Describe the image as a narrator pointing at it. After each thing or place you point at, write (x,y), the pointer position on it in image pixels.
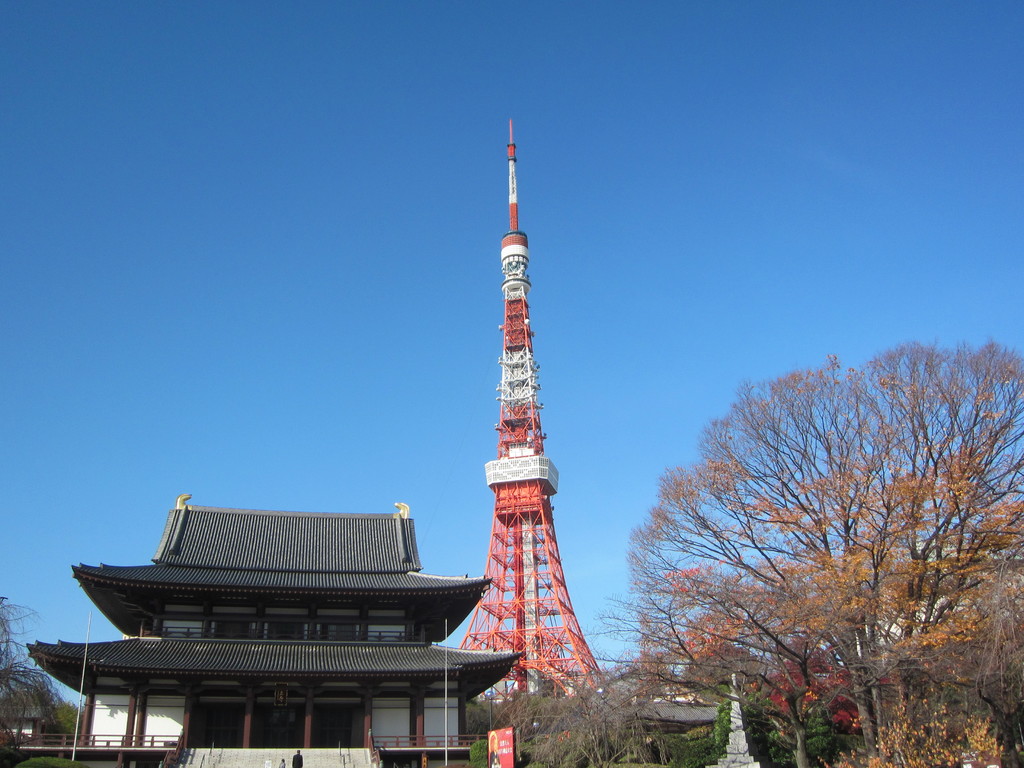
In this image I can see the house (336,651) and the tower (536,506). The house (152,571) is in grey color and the tower (515,468) is in red and white color. I can see many trees (702,735) to the side. In the background (709,333) I can see the blue sky (431,308).
